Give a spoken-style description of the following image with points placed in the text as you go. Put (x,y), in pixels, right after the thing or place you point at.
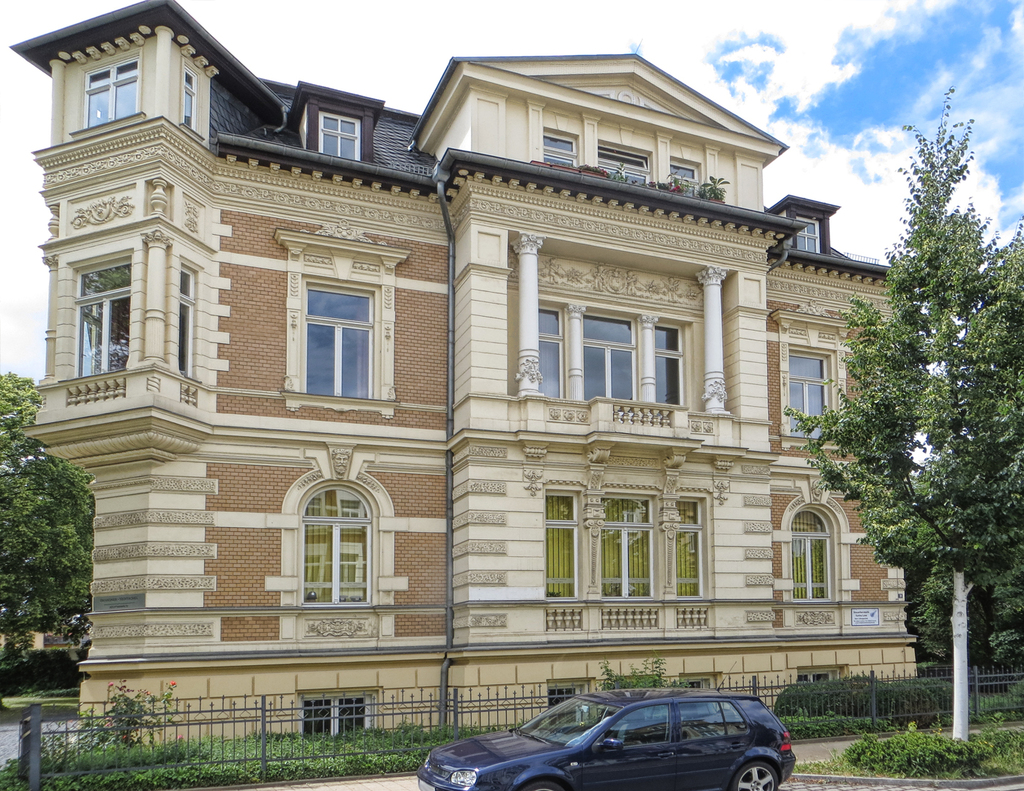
This picture shows a building (526,392) and we see trees (857,428) and a metal fence (975,692) and a car (689,696) and we see few plants (876,770) and a blue cloudy sky (912,42).
